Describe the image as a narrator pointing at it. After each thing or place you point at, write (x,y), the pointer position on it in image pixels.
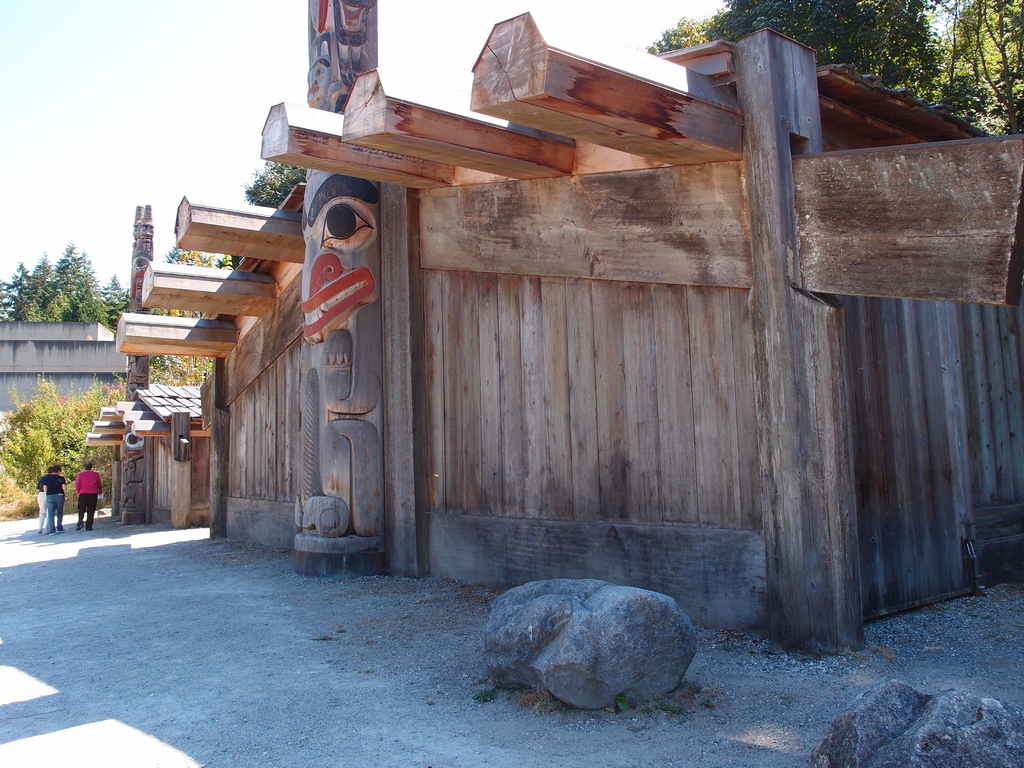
In this image there is a wooden wall (549,276), group of people (80,511) standing, trees (24,313), rocks (570,603), and in the background (619,42) there is sky (306,51).
